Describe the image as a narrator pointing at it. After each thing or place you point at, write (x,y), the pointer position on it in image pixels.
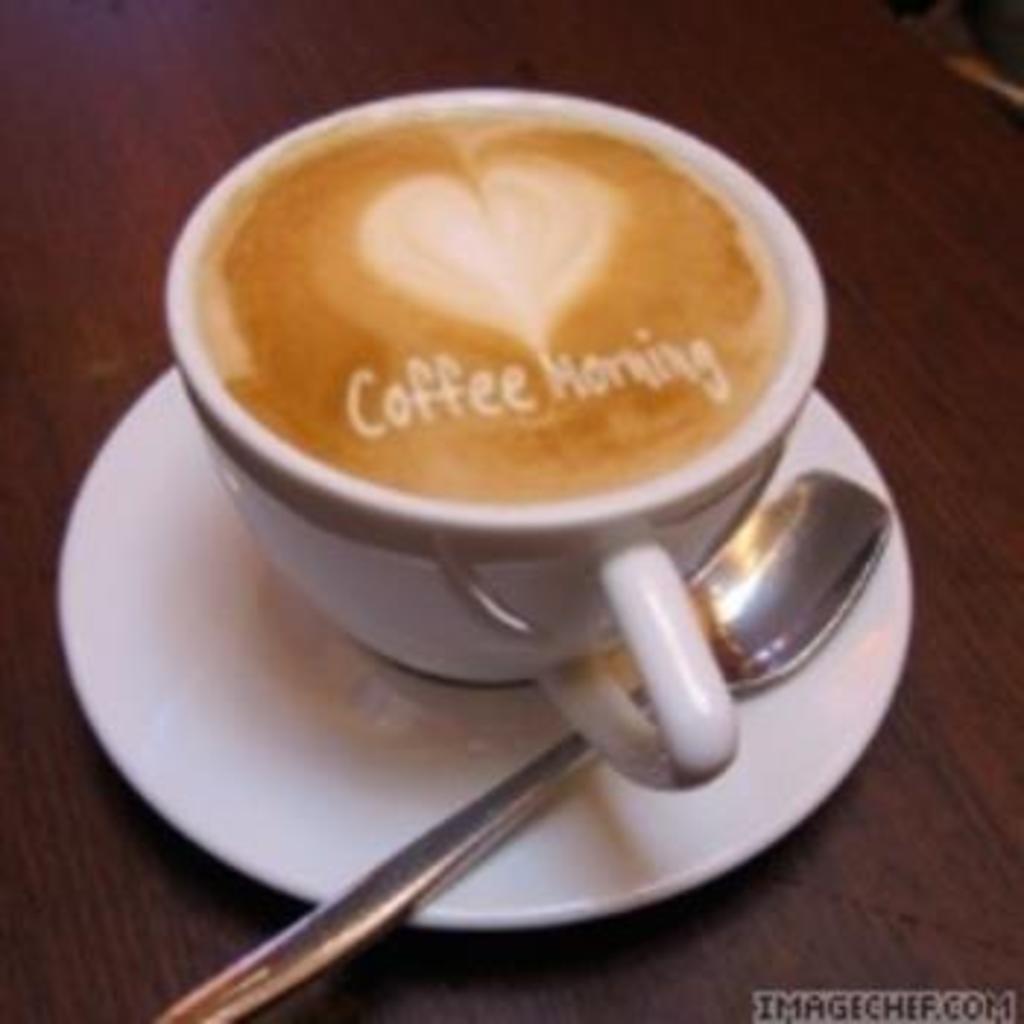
In this image, we can see coffee (475,410) in the cup (341,500) and there is a spoon (398,909) and a saucer (277,802). At the bottom (821,944), there is table (853,972) and we can see some text (903,999).
